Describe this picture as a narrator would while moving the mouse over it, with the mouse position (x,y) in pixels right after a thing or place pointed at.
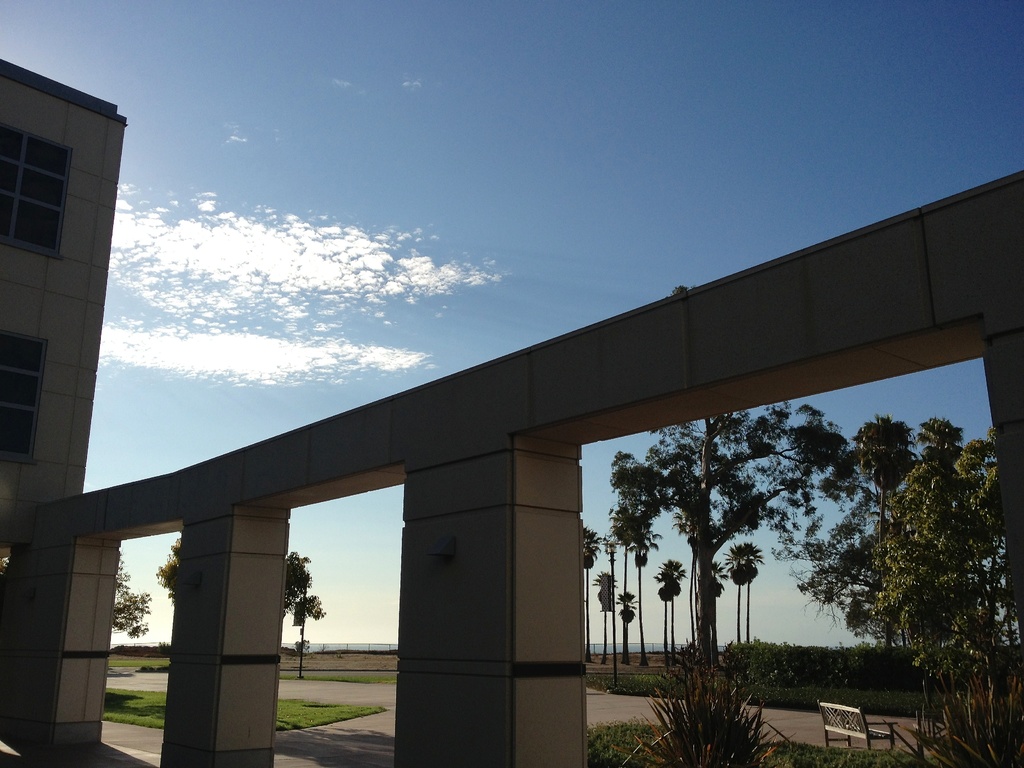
In this image we can see a building (77,410) with two windows (6,428). To the left side of the image (311,610) we can see trees (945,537). A bench (888,738) placed on the ground (609,703). In the background (379,603), we can see the sky (344,586).
